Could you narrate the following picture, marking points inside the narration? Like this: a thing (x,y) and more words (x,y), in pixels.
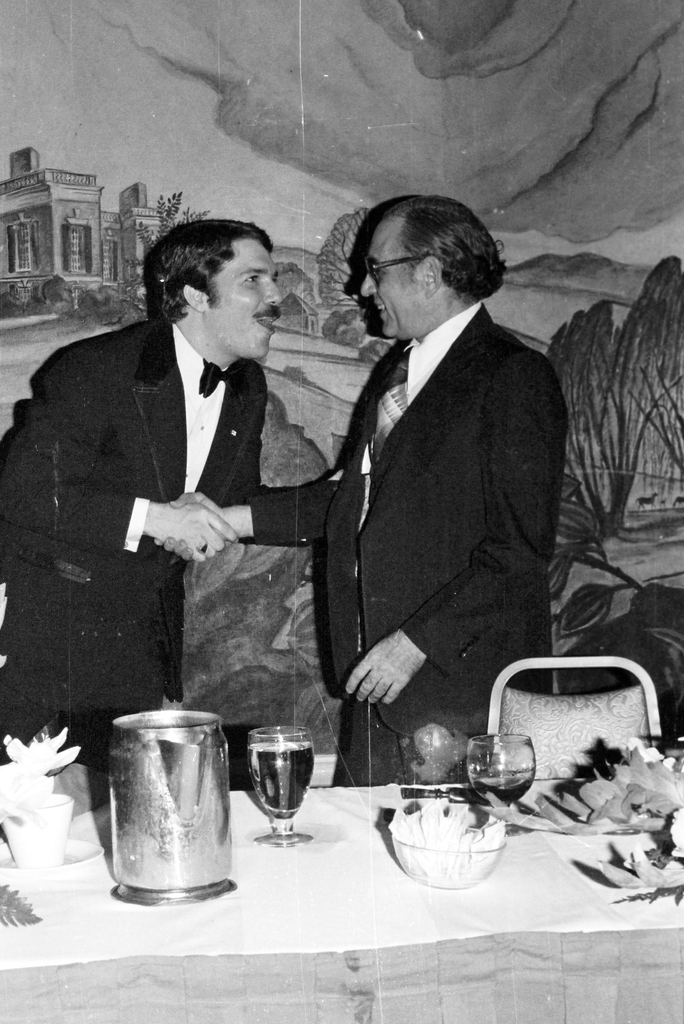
In this image there are 2 persons (478,281) standing and hand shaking each other, and in table (287,863) there is jug (162,805), glass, paper (429,819), bowl (435,827), chair (574,730) and in back ground (546,355) there is a wall paper (19,131).
